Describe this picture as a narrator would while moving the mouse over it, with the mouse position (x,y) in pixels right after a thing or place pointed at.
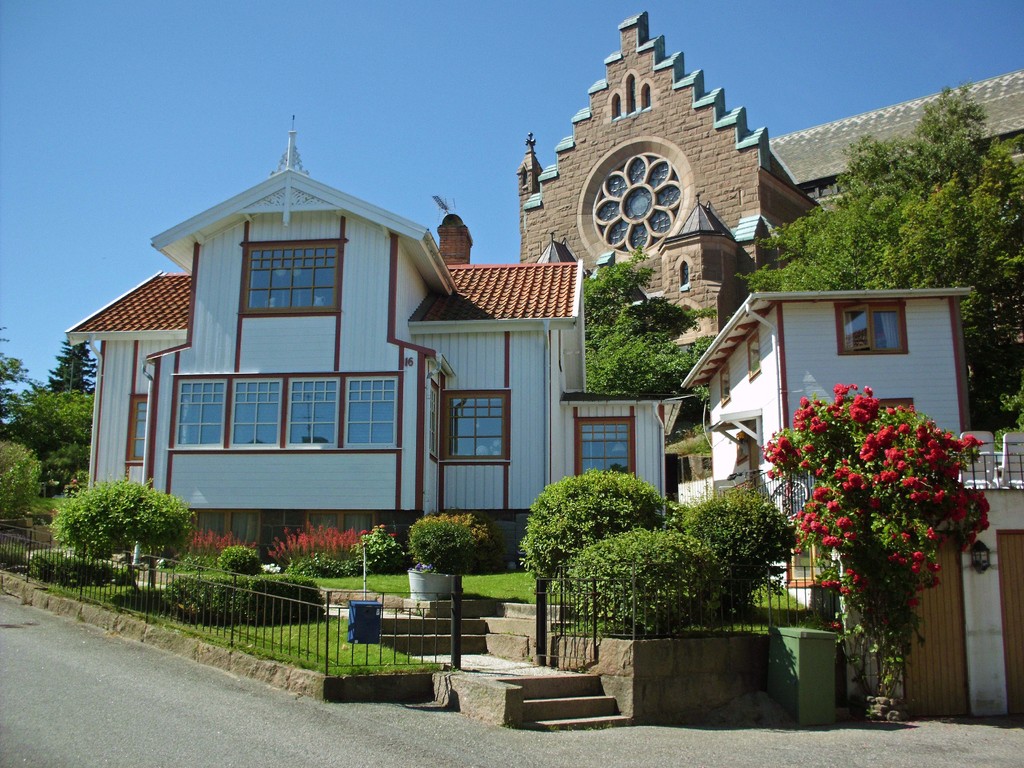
In this image I can see the road (100,733), the railing (252,592), few stairs (441,611), some grass (260,634), few plants (225,552) and few flowers (808,513) which are red in color. I can see few buildings (561,387), few trees (989,215) and the sky (203,100) in the background (418,33).
